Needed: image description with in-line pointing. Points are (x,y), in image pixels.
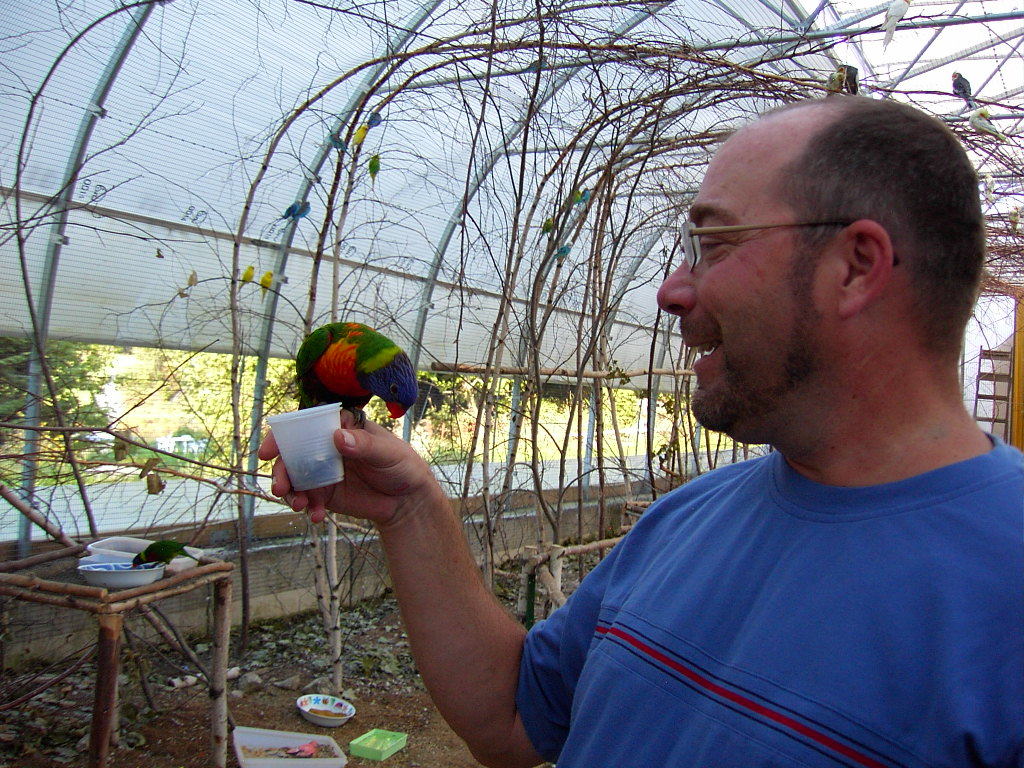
In this image on the right side (957,164) there is one person (718,400) who is holding a cup (305,420), and one bird (340,366) and in the background (191,158) there are trees (242,564), wall (165,602), plastic board (560,284), birds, plants (297,654) and trees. On the left side (135,587) there is one table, on the table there are some bowls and baskets (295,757). On the basket (145,576) there is one bird (173,553), at the bottom (320,730) there is sand (341,691) and some small stones (393,693) and on the sand (403,760) there are some bowls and baskets (325,748).
